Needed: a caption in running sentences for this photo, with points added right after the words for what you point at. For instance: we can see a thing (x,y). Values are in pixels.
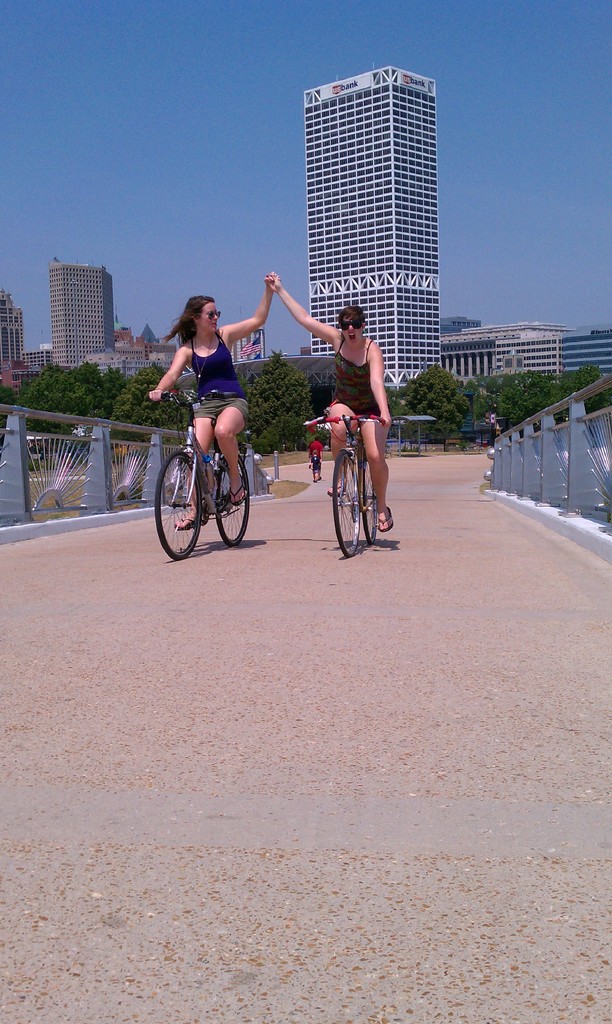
In this image there are two woman (209,383) riding bicycle (347,501). To the left (203,417), the woman (205,406) is wearing blue dress (218,381). To the right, the woman (372,462) is wearing green dress (366,402). In the background (125,198), there are building (74,265), trees (588,372) and sky (111,244).
